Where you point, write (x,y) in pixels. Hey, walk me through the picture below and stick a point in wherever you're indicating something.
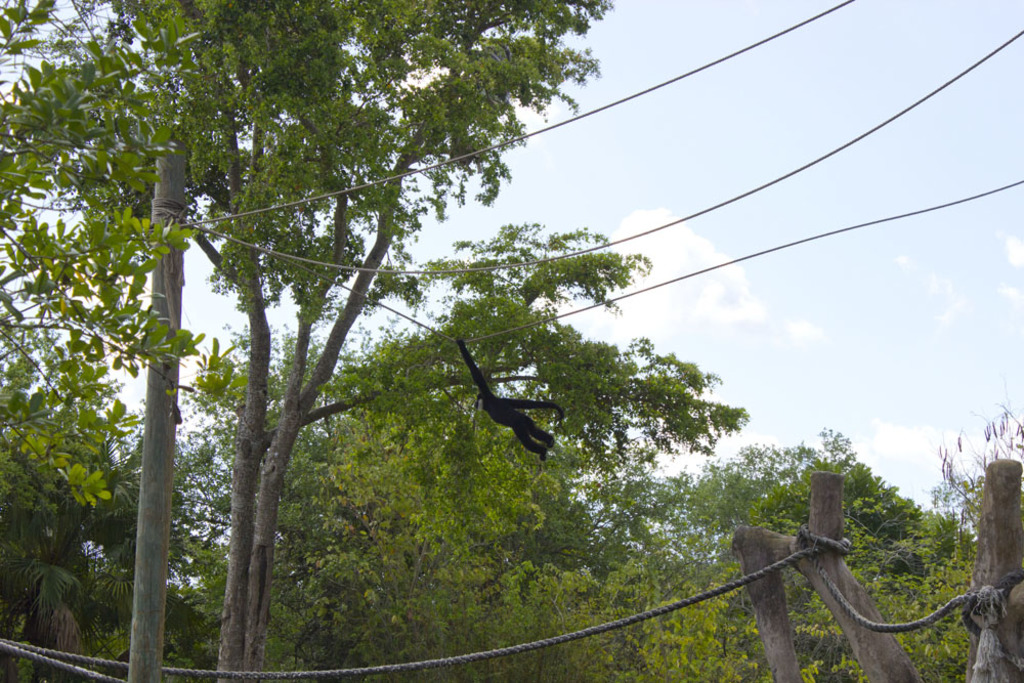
This is an outside view. The trees (461,390) are in green color. The animal (504,416) is in black color and it is swinging. Sky (705,257) is in blue color. The thread (239,243) is tied from one pole (839,574) to another pole (832,537).
